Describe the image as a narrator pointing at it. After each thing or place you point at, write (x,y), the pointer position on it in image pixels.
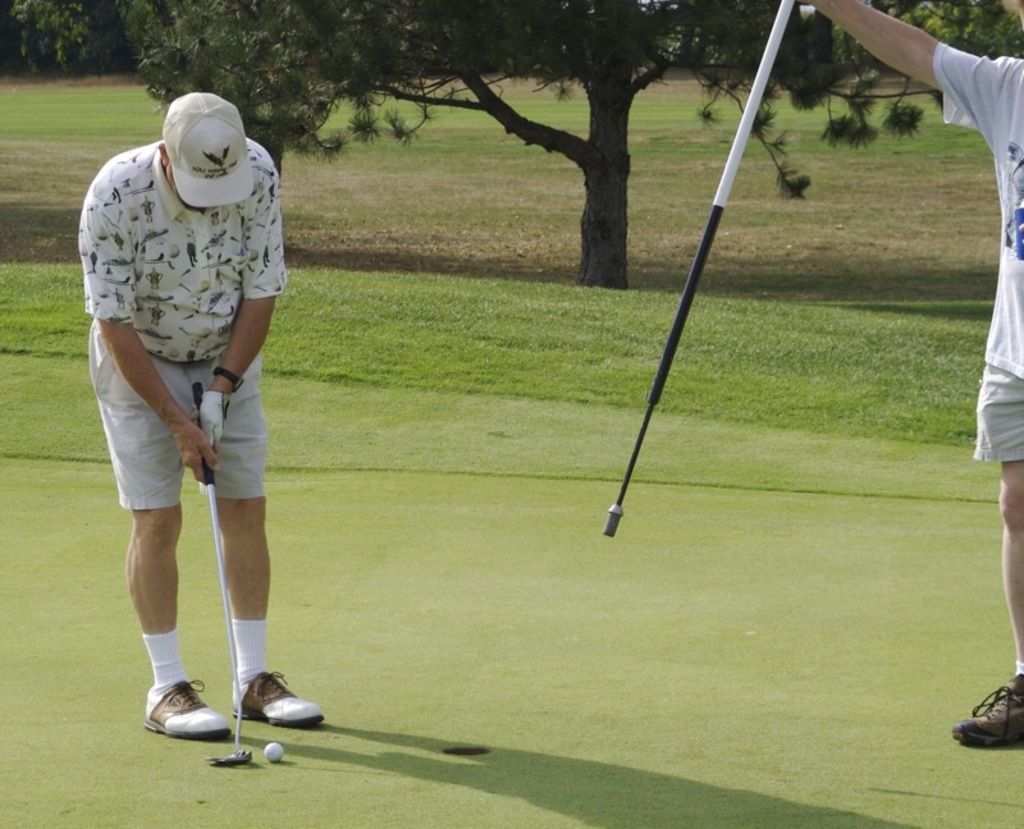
In this picture, we can see a two people (183,342) holding some objects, we can see the ground (417,712), and a ball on the ground (246,744), we can see grass (499,697), trees (635,44).
